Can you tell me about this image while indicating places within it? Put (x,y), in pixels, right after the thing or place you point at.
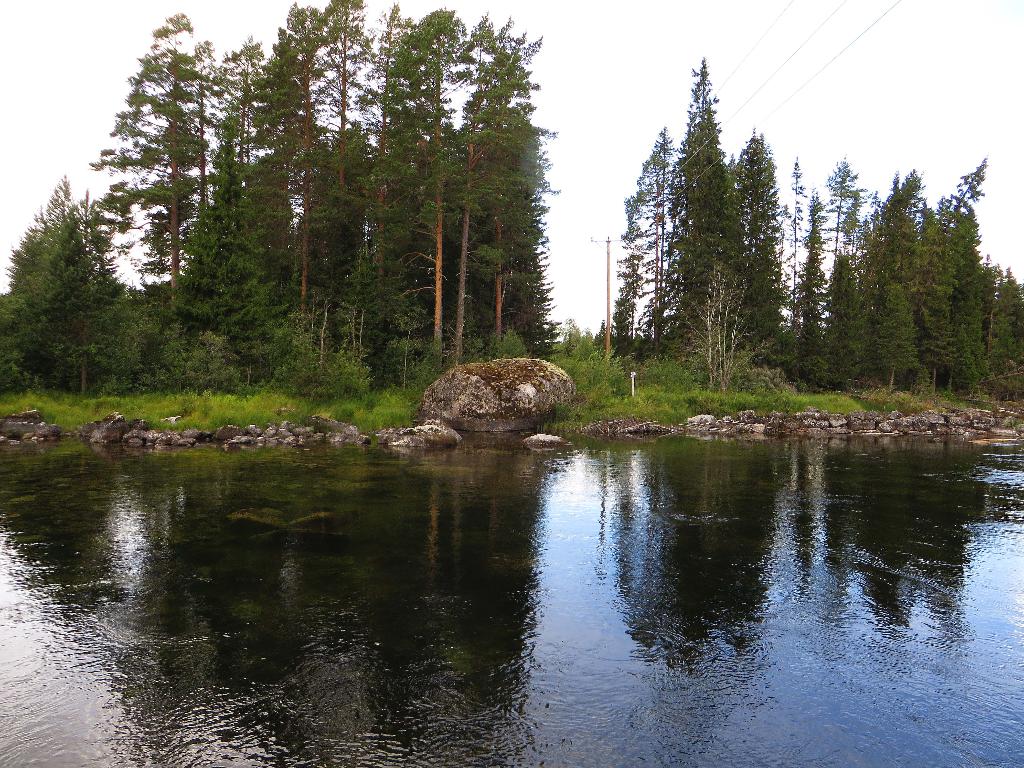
In this picture we can see Lake water (483,544) in the front (309,559). Behind we can see some stones (448,398) and huge trees (939,295). On the top (643,137) we can see the sky (537,18).
